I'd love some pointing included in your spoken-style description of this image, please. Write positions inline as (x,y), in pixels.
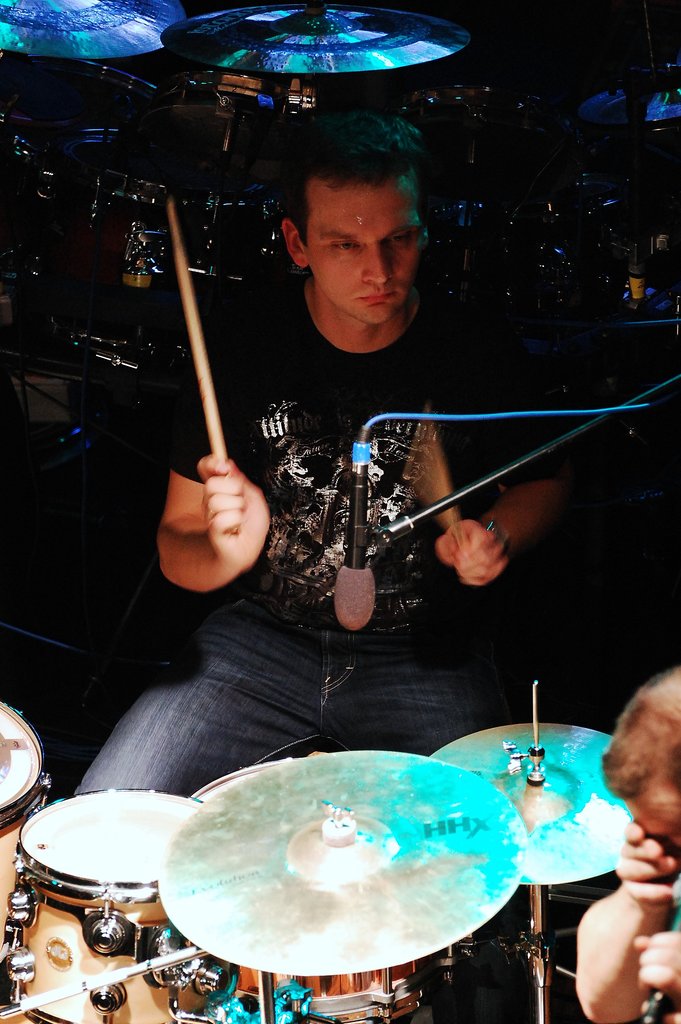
In this image, I can see a person (246,688) sitting and holding the sticks (446,515). In front of the person (435,671), I can see the drums (115,874), cymbals (594,756) and a mike (352,617) with a mike stand (371,534). In the bottom right corner of the image (588,987), I can see another person (634,925). In the background (136,329), there are musical instruments (467,104).
